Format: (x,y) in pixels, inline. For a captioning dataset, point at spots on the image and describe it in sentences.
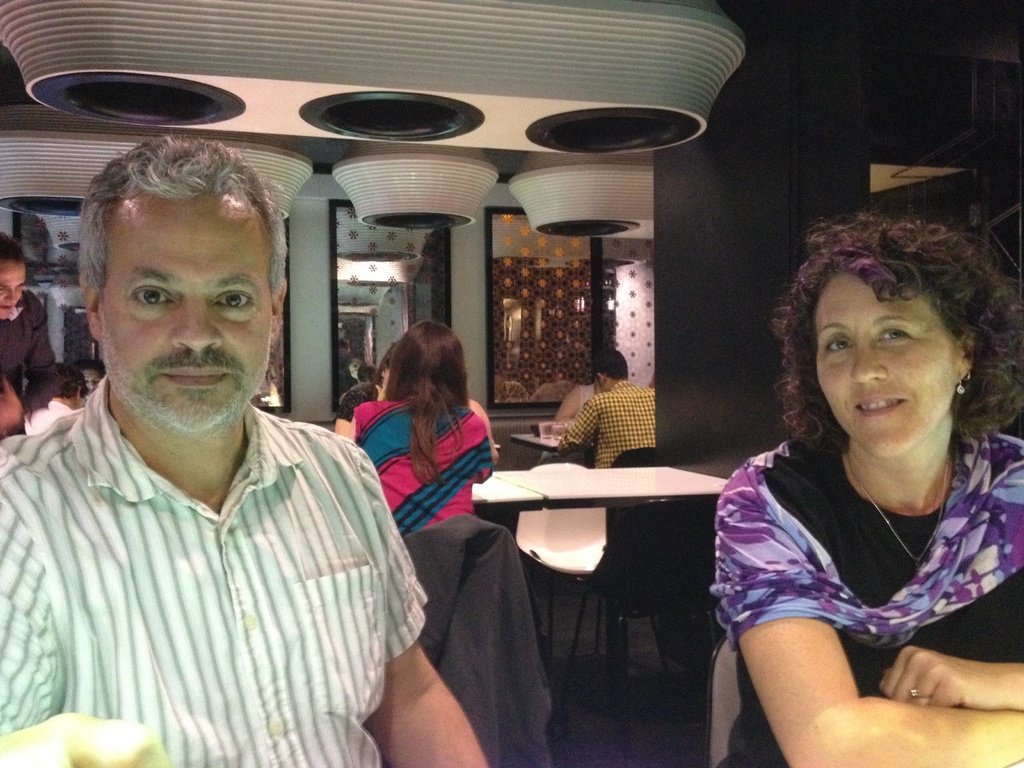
There are two people (803,631) sitting on a chair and there are few other people (408,385) sitting behind them.
